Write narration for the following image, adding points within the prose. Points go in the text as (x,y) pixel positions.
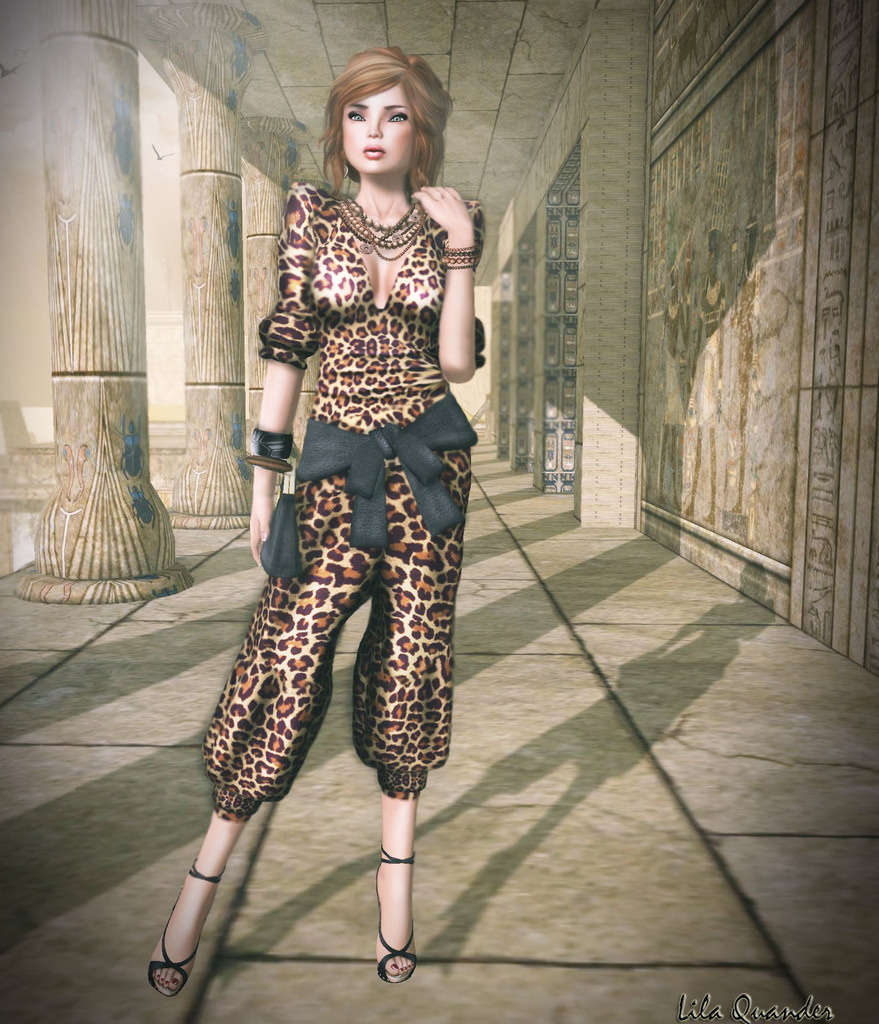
This is an animated image. In this Image I can see the person (282,603) with black and brown color dress (312,472). To the left (133,291) there are pillars (113,261) and to the right (670,379) I can see the wall (610,292).
